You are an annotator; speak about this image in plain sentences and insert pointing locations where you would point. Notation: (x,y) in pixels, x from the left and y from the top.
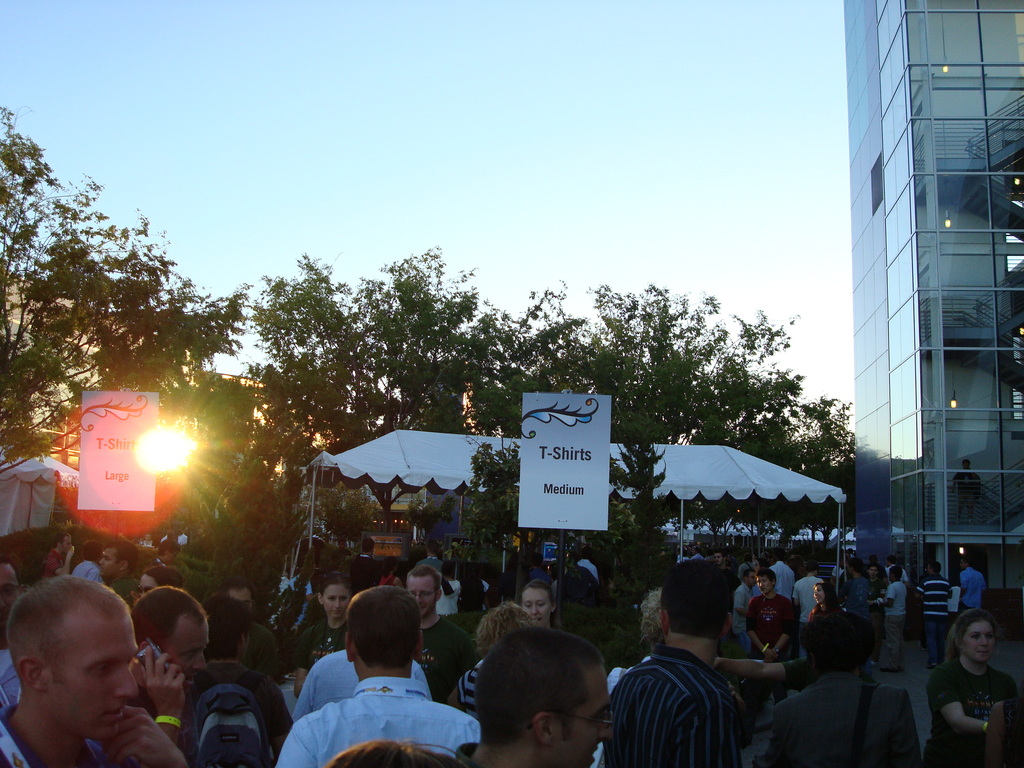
In this image we can see many people (540,711). Also there are boards (141,459) with text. In the back (370,347) there are trees (491,360). Also there is a shed (692,490). And we can see a light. On the right side (899,284) there is a building (857,306). In the background (430,151) there is sky (387,160).
